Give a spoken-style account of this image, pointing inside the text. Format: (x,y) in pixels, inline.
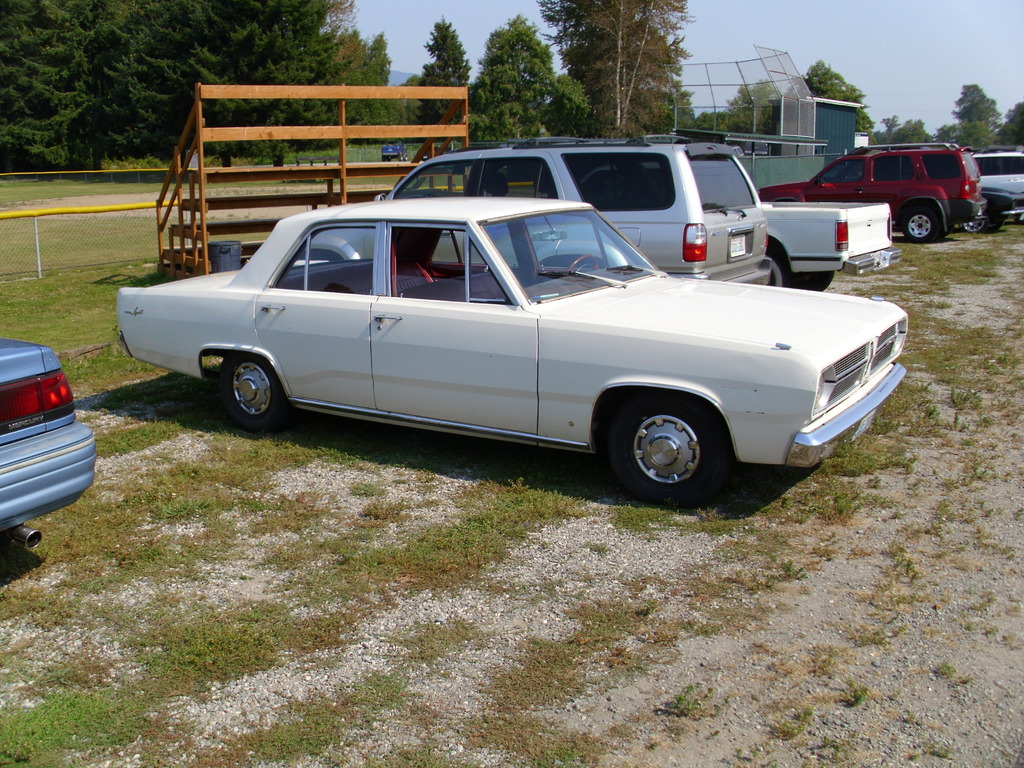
In this image I can see few vehicles (893,324) on the ground (862,660). Back Side I can see trees (303,66) and wooden stairs (273,169). The sky (773,40) is in blue color.
